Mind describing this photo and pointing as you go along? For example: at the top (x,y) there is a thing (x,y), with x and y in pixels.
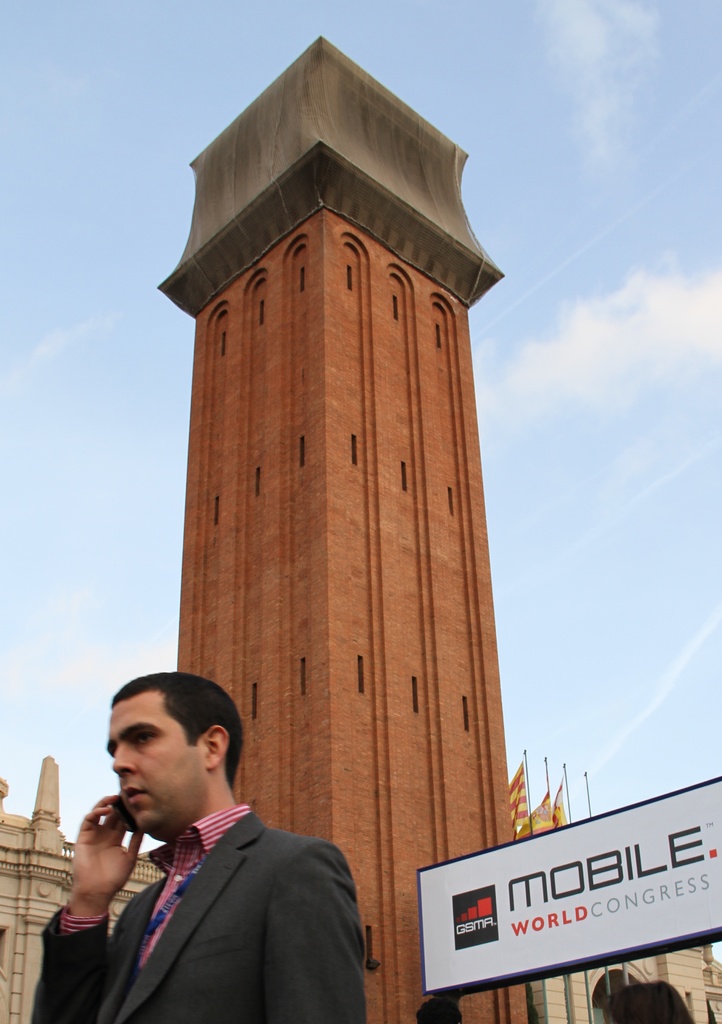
In this image there is a tower (407,507) and we can see a man (175,813). On the right (533,916) there is a board (525,909). In the background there is a building (150,861) and we can see flags (554,816). There is sky (540,378).
